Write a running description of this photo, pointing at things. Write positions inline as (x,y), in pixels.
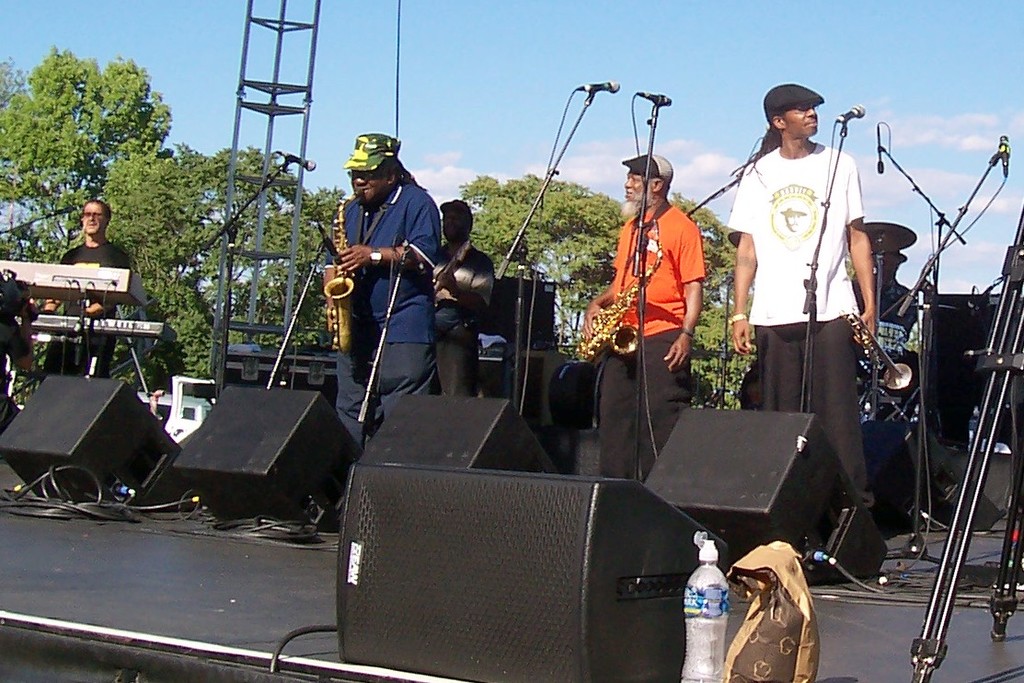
In the image people (799,403) are playing musical instruments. There are mic (304,295) in front of them on the stage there are speaker (279,440), bottle (716,618), bag (758,611). On the background (171,170) there are trees (563,207). In the sky (617,30) there are some cloud (681,193).
